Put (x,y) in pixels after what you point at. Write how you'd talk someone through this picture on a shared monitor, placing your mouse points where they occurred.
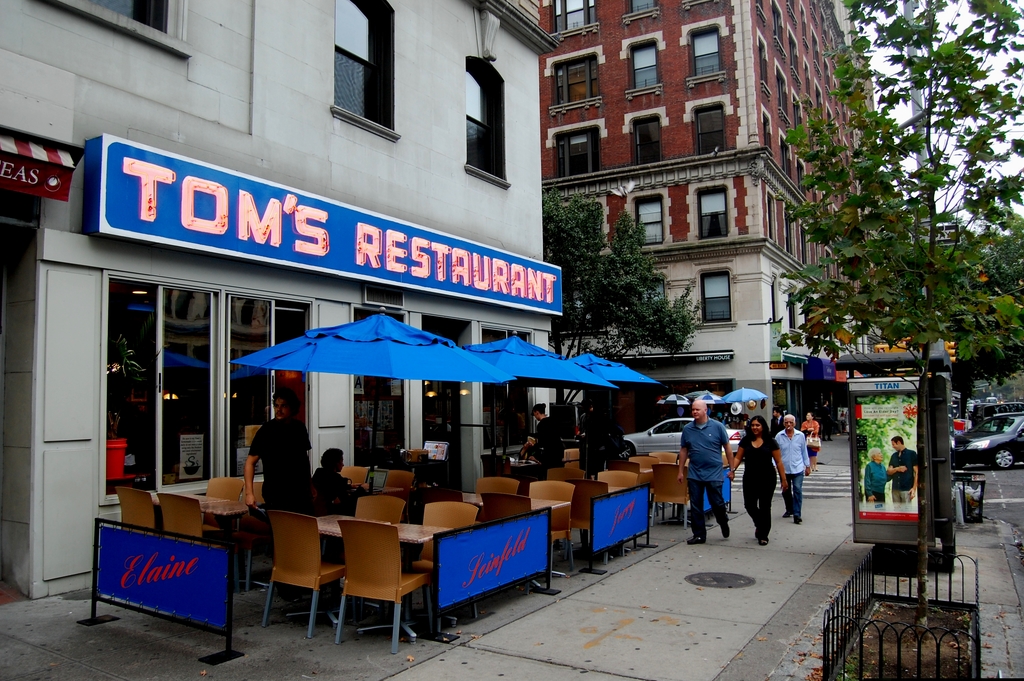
In this image few persons (791,444) are walking on the road (826,470) and few persons (779,466) are walking on the path (776,508). Vehicles (1004,462) are on the road (989,478). There are umbrellas (449,382) below which there are chairs (685,504) and tables (328,518) on which a person (334,470) is sitting and two persons (298,414) are standing. There is a poster (885,419) at the right side of image (927,541) and a plant (923,575) with the fence (826,677). At the background (42,349) there is building (687,230) and tree (806,222) and sky (998,169).
